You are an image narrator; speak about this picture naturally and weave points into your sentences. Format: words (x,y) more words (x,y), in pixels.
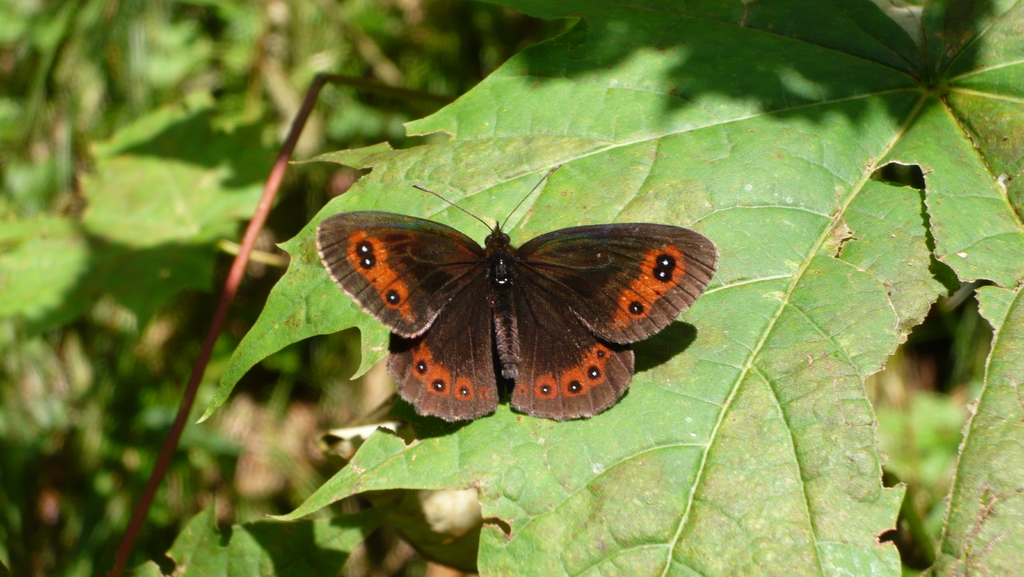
In this image, we can see a green color leaf (524,436), on that leaf (527,455) there is a black color butterfly (564,314) sitting, there is a blur background (221,181).
